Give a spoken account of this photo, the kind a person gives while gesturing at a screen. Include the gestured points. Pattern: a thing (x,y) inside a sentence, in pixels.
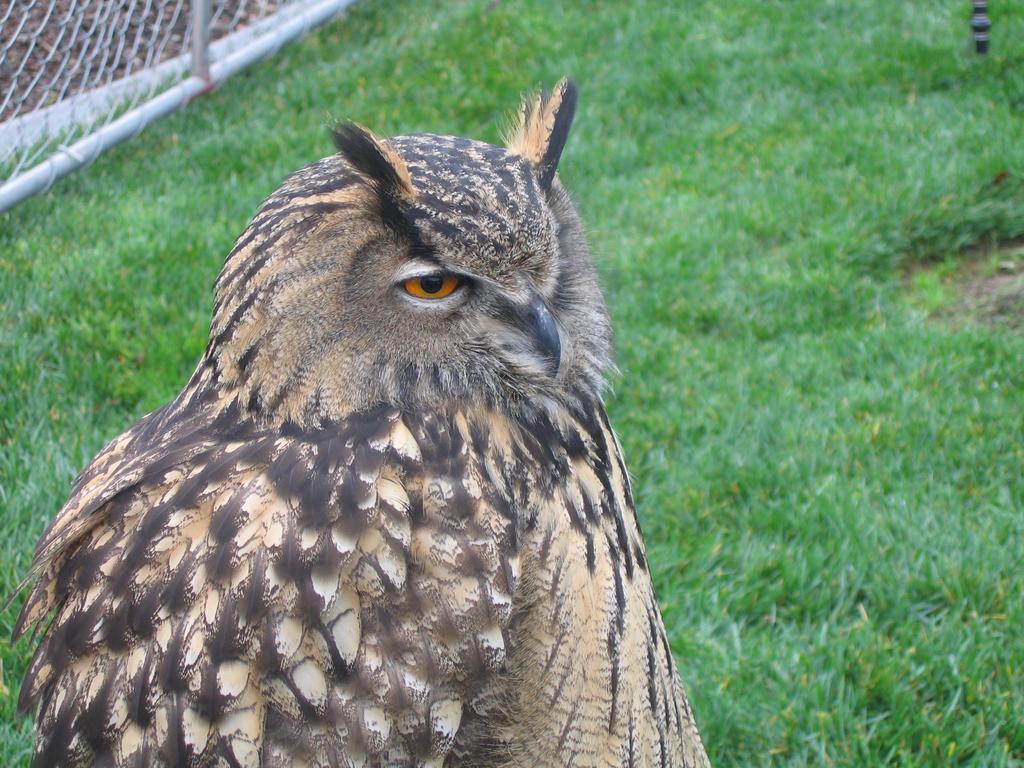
In this picture we can see an owl (284,541). Behind the owl (362,454), there is grass (131,213) and wire fencing (121,28).
